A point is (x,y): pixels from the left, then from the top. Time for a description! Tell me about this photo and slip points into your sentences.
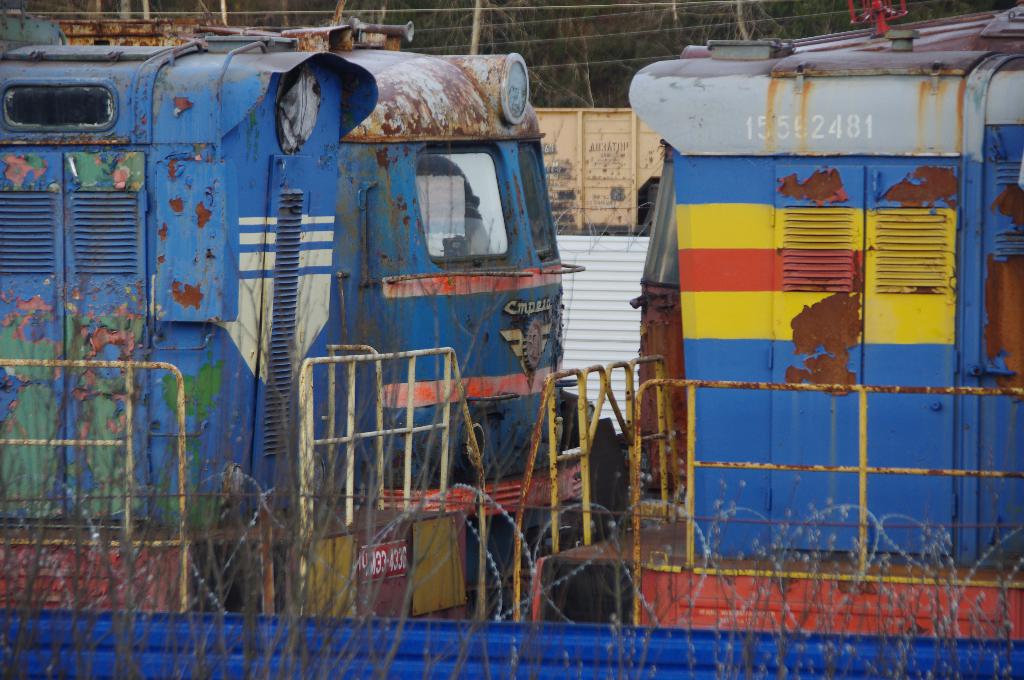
In this image, we can see two blue color trains (783,415), there is a fencing (181,373), in the background (593,330) there is a white color object (592,257).
